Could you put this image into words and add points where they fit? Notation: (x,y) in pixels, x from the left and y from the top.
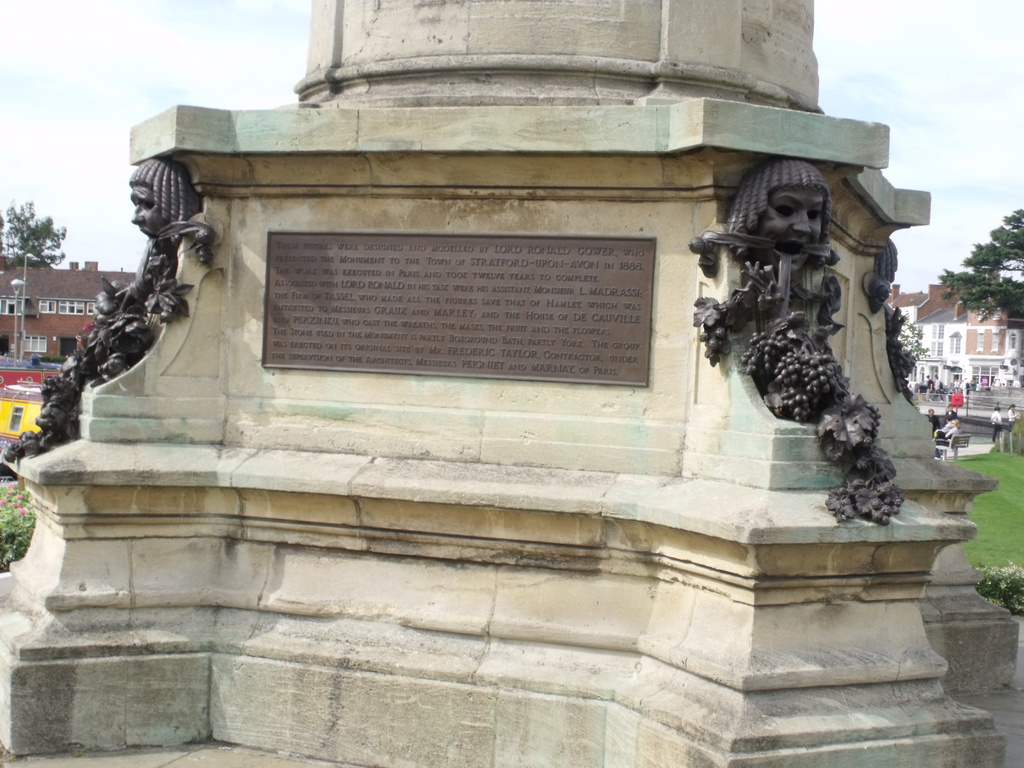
In this image there is a pillar (483,99) and there are two sculptures (196,250) on either side of the pillar (696,364). In the middle (536,358) there is a text (492,327). In the background (953,341) there are buildings (955,305). At the top (965,145) there is sky (955,150).
